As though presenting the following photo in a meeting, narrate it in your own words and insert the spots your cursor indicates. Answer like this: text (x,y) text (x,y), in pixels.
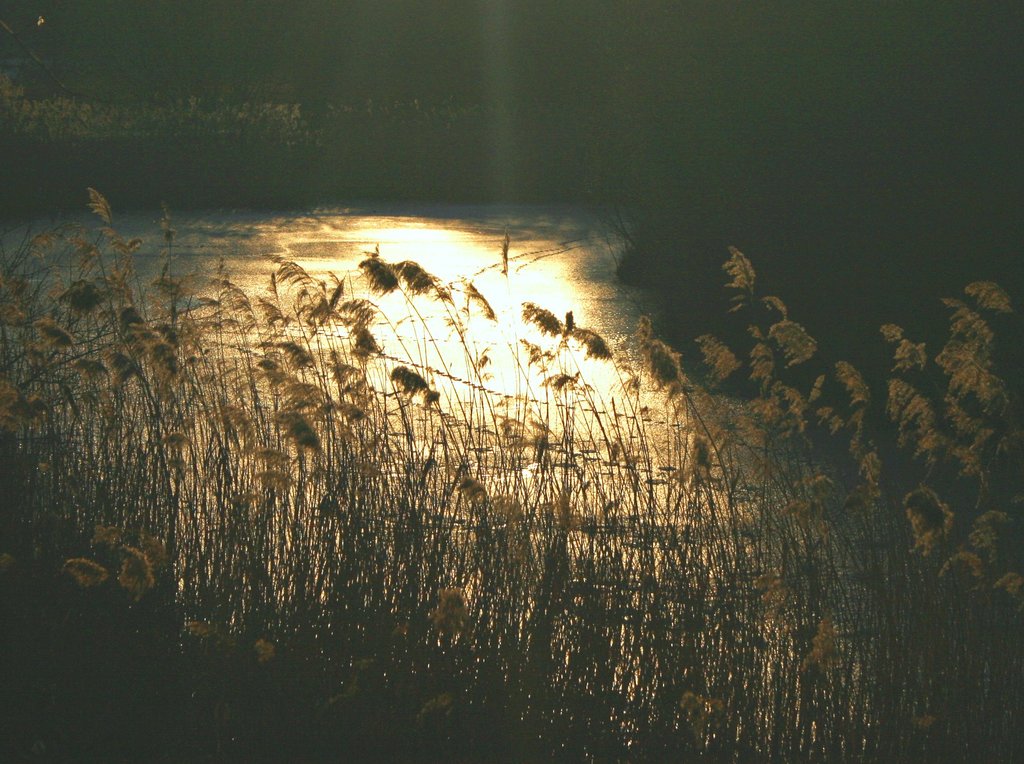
In this image, we can see some plants (406,459) and water (514,245).
